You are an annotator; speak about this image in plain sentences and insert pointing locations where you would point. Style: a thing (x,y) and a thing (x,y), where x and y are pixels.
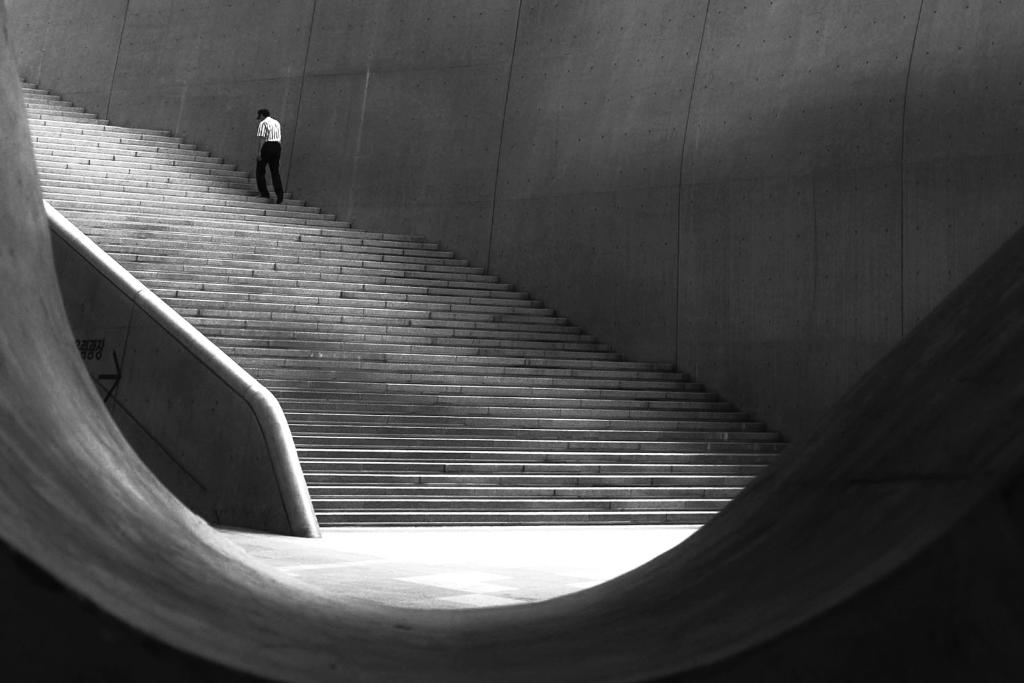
In this image there is a person (262,186) visible on the steps (180,247), beside the person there is the wall (664,201).
